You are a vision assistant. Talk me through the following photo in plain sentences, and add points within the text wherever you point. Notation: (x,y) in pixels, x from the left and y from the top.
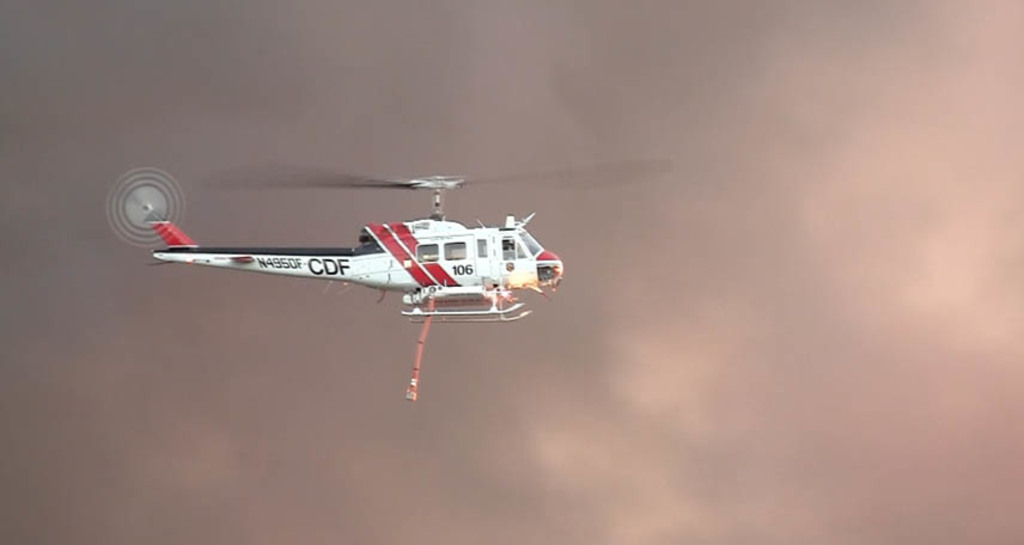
In this image we can see a helicopter (467,254) is flying in the air (921,300). In the background (1006,53) we can see clouds (873,333).
